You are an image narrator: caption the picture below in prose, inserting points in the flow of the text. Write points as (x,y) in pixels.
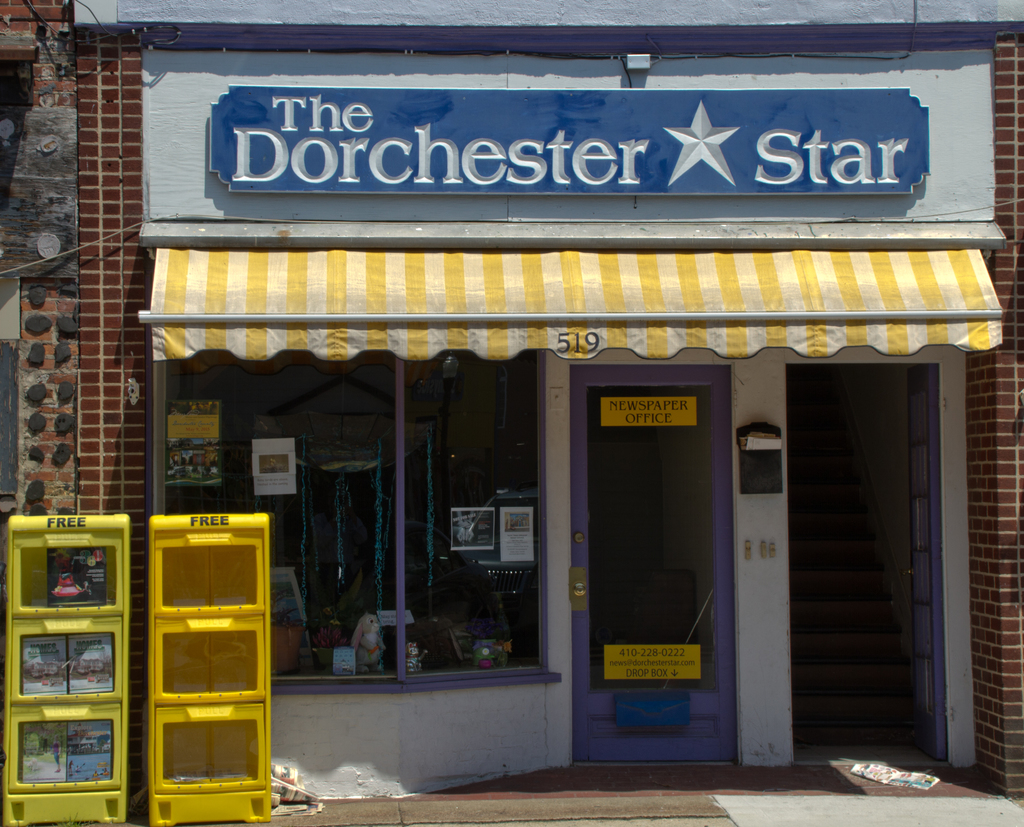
In the picture we can see a shop (903,149) with a name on it as the Dorchester star and to the shop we can see a door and glass windows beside it and from it we can see somethings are placed and near the shop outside we can see two small racks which are yellow in color and written on it as free and beside the shop (784,759) we can see stairs (887,725) with a door (923,696) outside to it.
